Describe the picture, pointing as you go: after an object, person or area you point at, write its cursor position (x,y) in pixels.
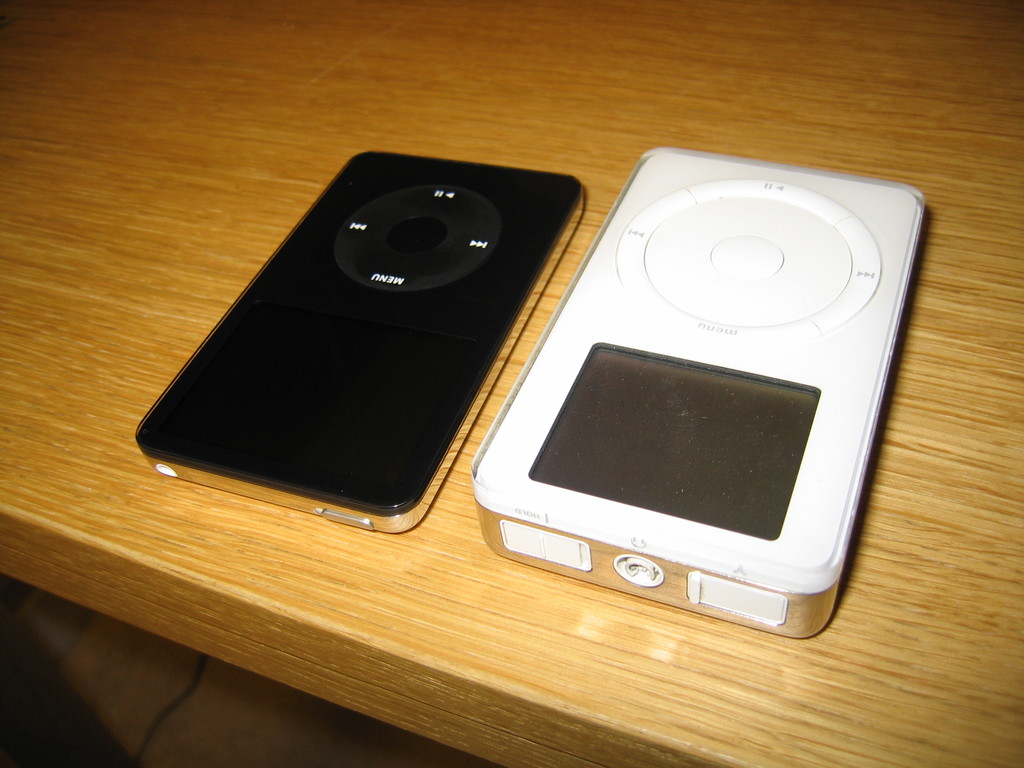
In this image I can see there is an electronic device (822,347) in white color on the table (900,638). Beside it there is another electronic device (331,376) in black color.
